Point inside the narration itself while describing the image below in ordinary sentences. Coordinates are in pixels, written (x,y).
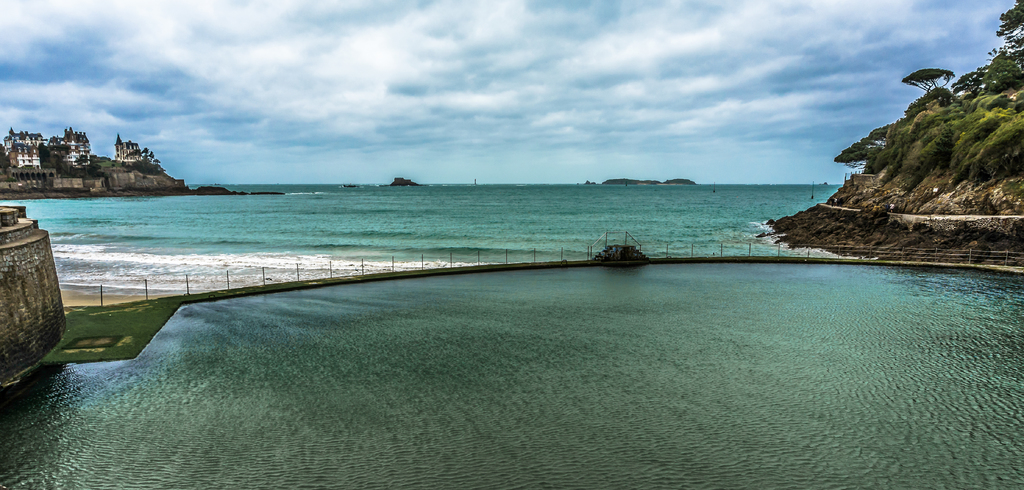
In this image we can see water (373,266), bridge (676,262), wall (38,231), buildings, trees (1015,161), and mountain (893,184). In the background (473,101) there is sky (591,155) with clouds (710,27).
